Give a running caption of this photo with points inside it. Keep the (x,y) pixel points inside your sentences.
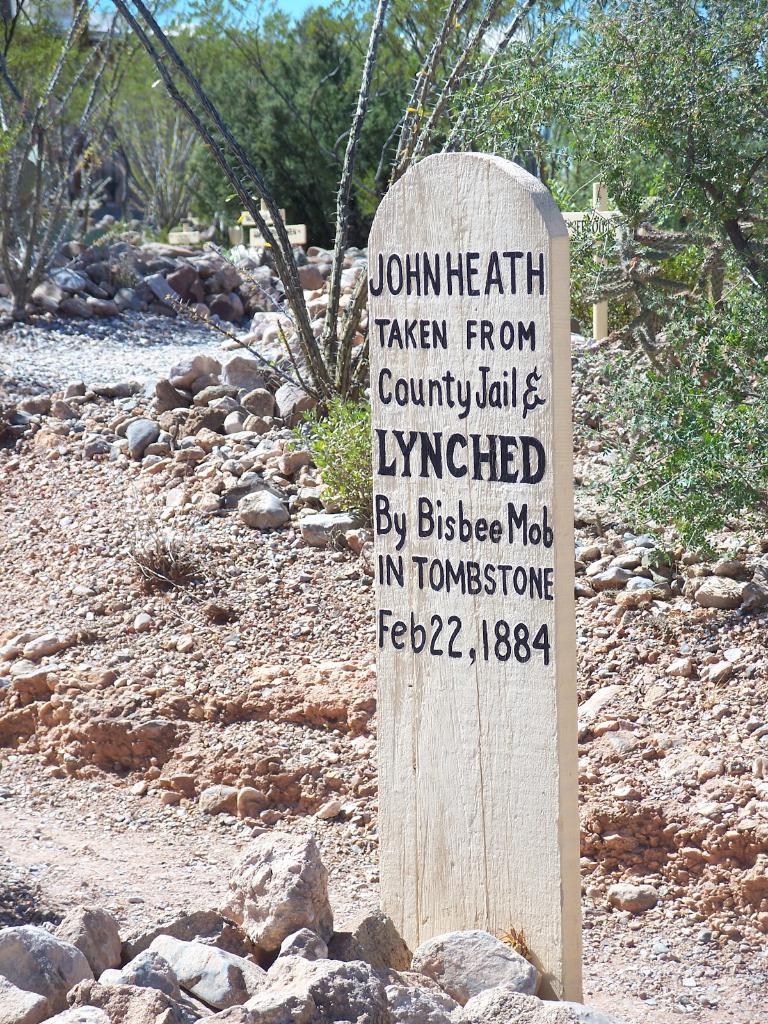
In this image I can see a cemetery (487,452). Background (310,15) I can see few rocks (196,433), trees (193,173) in green color and sky (298,7) in blue color.
